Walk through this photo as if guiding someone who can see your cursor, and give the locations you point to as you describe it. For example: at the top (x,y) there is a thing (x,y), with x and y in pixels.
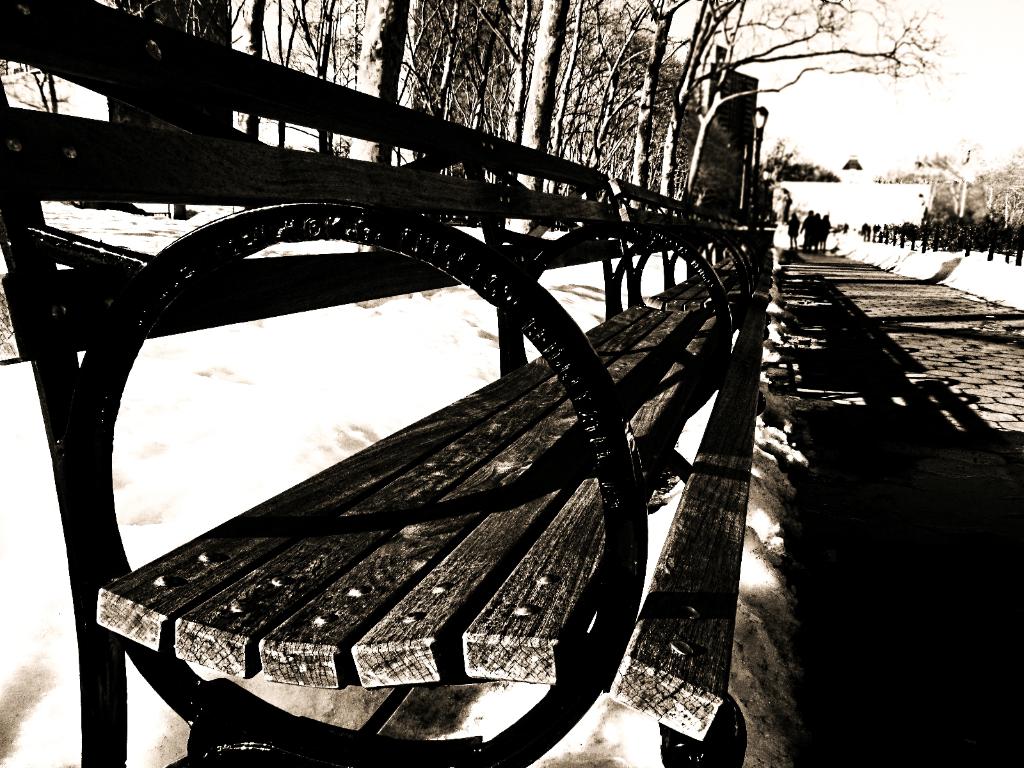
In this image I can see there is a bench (700,480). And there are persons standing on the ground (925,371). And at the side there are trees (969,179) and snow (897,252). And at the top (830,157) there is a sky (933,107).
